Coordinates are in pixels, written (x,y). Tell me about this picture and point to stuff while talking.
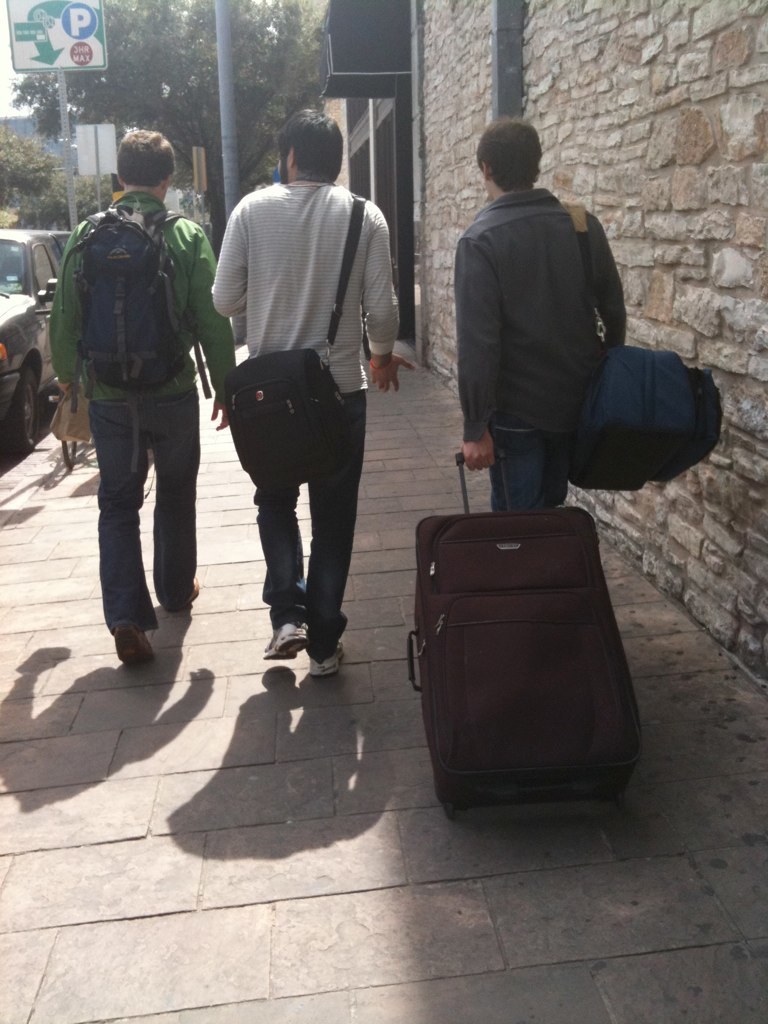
There are three men (512,339) in the image. They are walking on the sidewalk (213,650). The man (188,403) in the left (123,358) is wearing a green dress (65,301) and a backpack (108,256). The man (260,244) in the middle (354,462) is a blue jeans (350,441) and white T-shirt (350,308). The man (493,279) on the right (561,361) is wearing a bag (598,390) and also pulling a trolley luggage bag (590,632). There is wall (629,528) beside him. There is pole (229,22) and sign board (85,48) which indicates the parking area (66,48). There is a car (8,287) parked in the image. There are trees (27,174) and building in the background (31,91).
